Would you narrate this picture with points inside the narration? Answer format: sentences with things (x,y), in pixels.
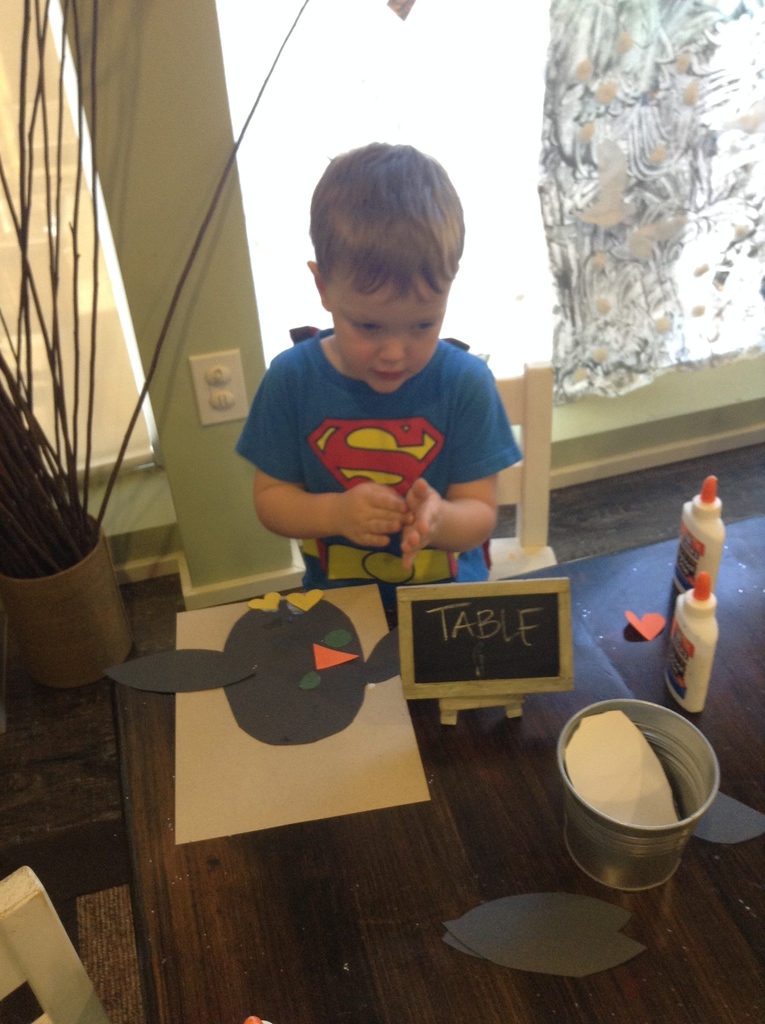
Here there is a boy (456,513) at the table (426,820). On the table (474,771) we can see papers (295,784), bottles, small black board (484,648) and a small bucket (614,836). In the background (55,507) there are chairs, houseplant (13,478) in a pot (78,610), wall (138,308), curtain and this is floor (764,468).
